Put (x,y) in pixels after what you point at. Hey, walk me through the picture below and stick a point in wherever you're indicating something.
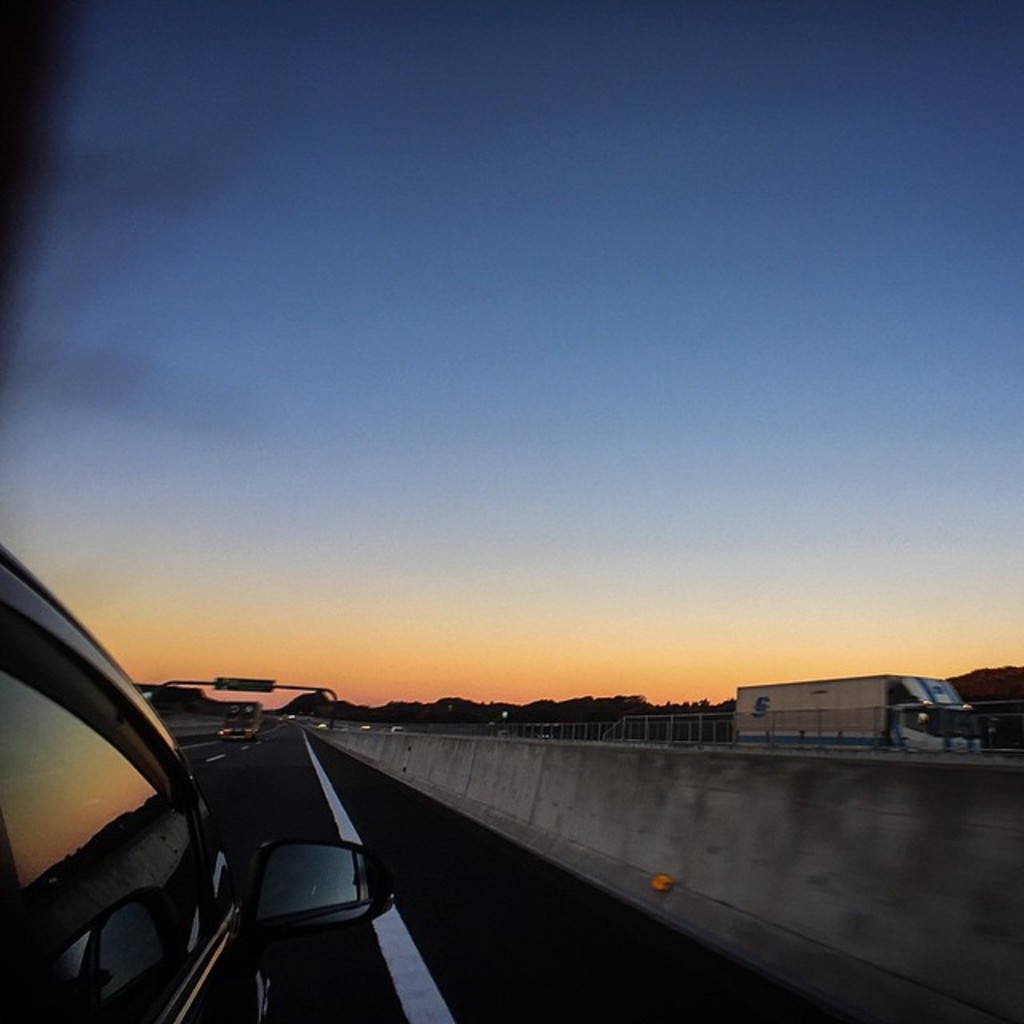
At the bottom of the image (490,869) we can see the vehicles (933,735), road (277,736), wall (621,777), railing (654,735), lights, trees (442,718). In the background of the image (630,305) we can see the sky (951,230).
